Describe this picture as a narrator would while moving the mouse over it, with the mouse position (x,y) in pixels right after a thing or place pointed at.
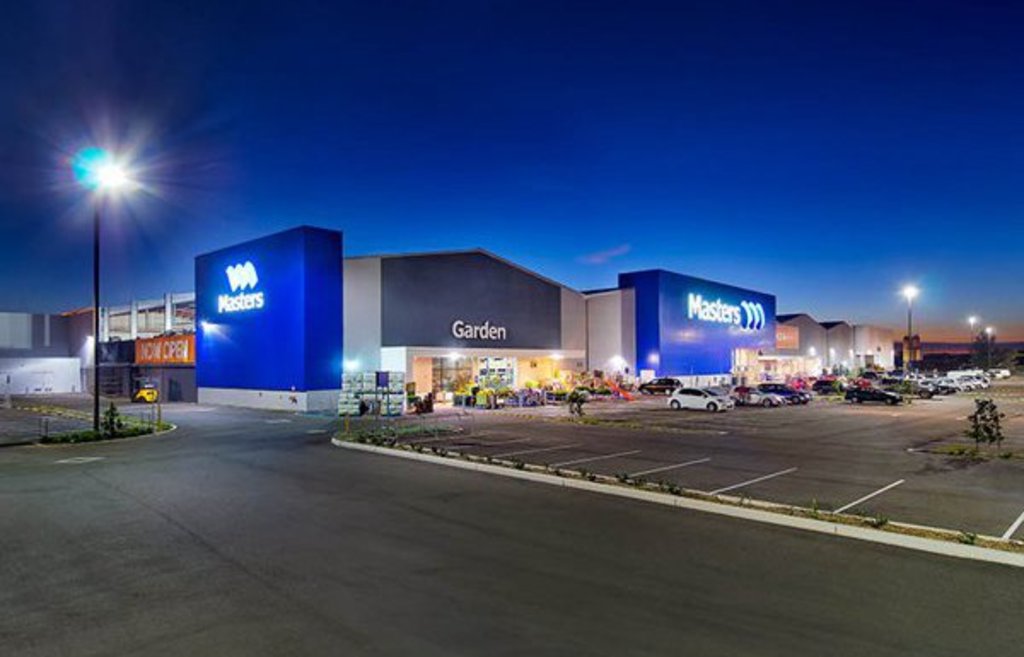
In this image, we can see warehouses (653,369) and street poles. There are vehicles (750,401) on the right side of the image (721,401). There is a sky (590,152) at the top of the image (566,58).
